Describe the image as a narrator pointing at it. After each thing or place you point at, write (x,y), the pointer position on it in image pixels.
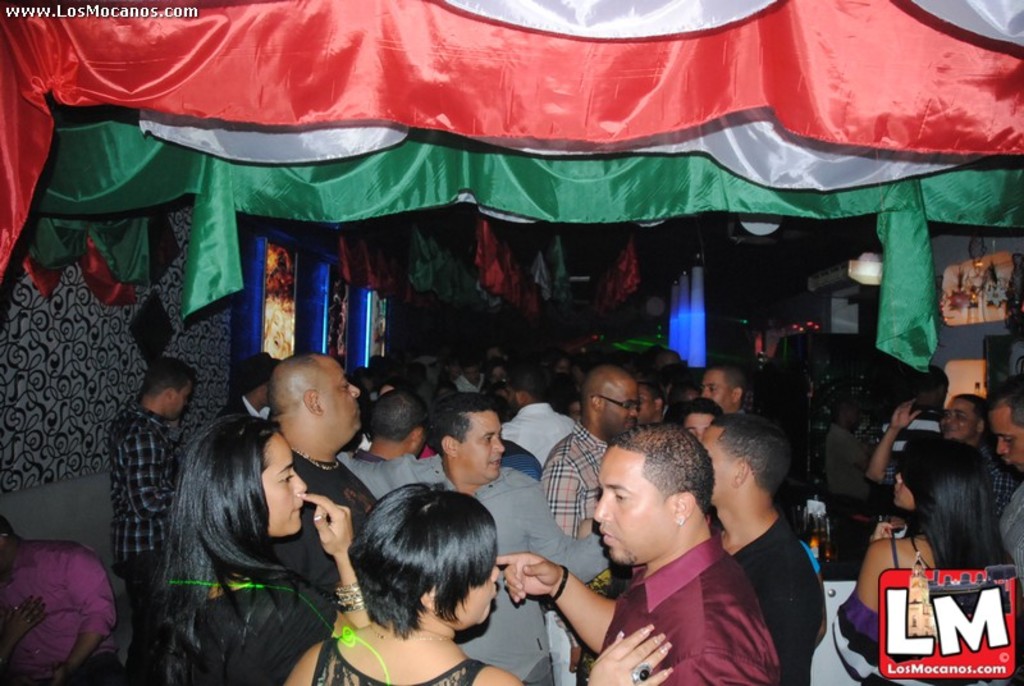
In this picture we can see a group of people (393,653) standing, frames (276,277), clothes of different colors (362,256) and some objects (699,320).
